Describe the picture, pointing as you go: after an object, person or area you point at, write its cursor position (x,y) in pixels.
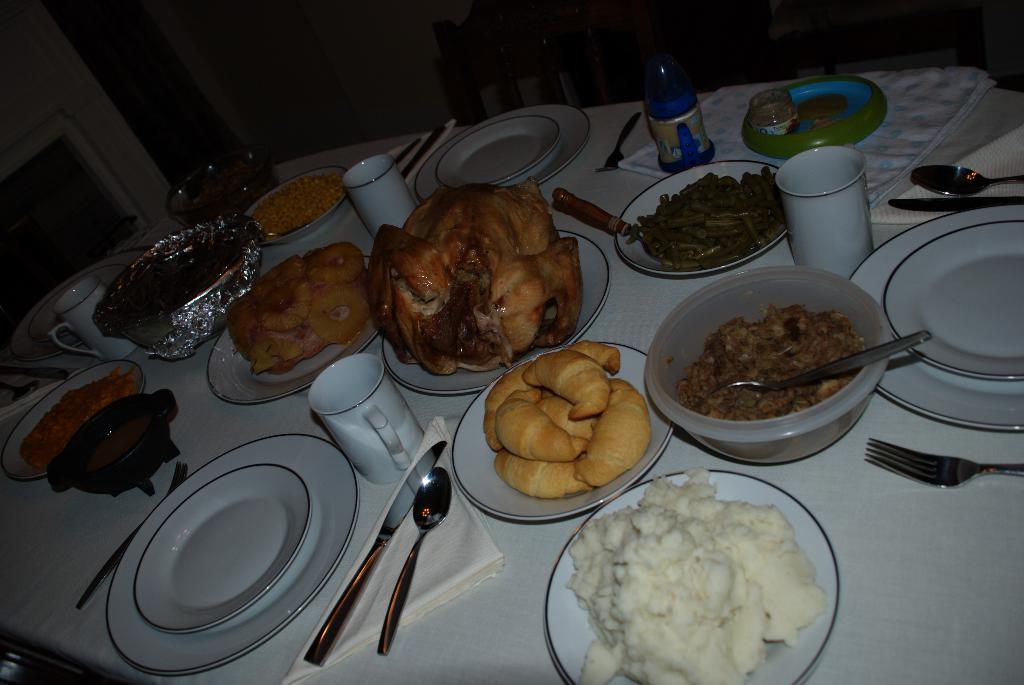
In this image I can see there are lot of food items (544,357), forks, spoons (396,583) and glasses (364,370) on this dining table (69,544). At the top (456,97) there are chairs (512,85).
